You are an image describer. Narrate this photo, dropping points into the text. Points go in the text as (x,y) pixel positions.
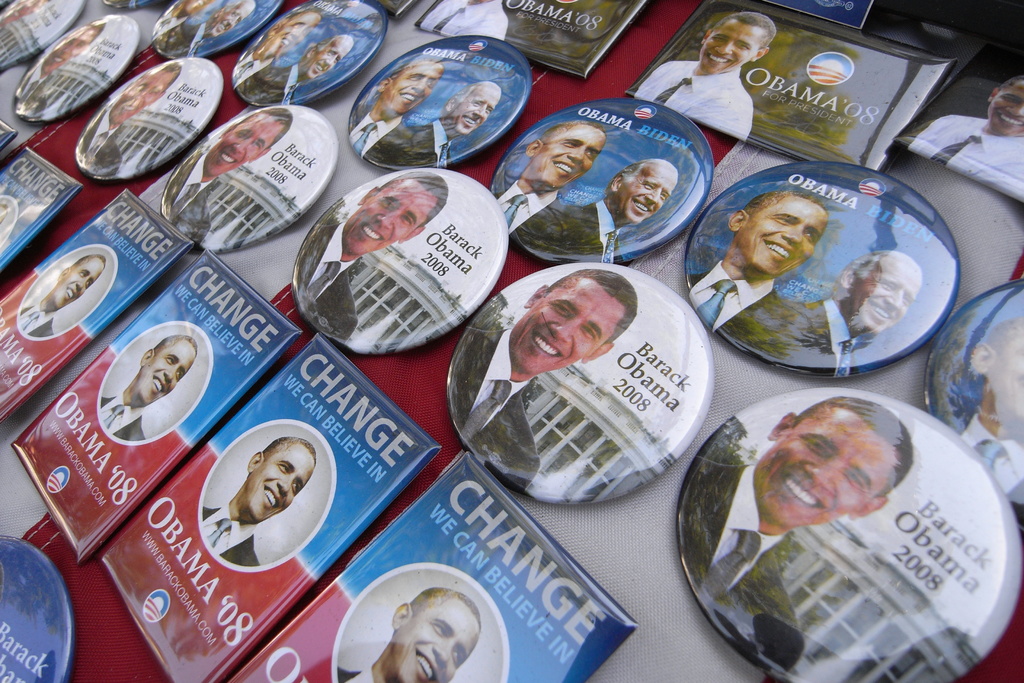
In this image I can see few badges (635,479) in different shapes and I can see few persons (879,427) and something written on the badges (289,427) and I can see the red and white color background (616,554).
